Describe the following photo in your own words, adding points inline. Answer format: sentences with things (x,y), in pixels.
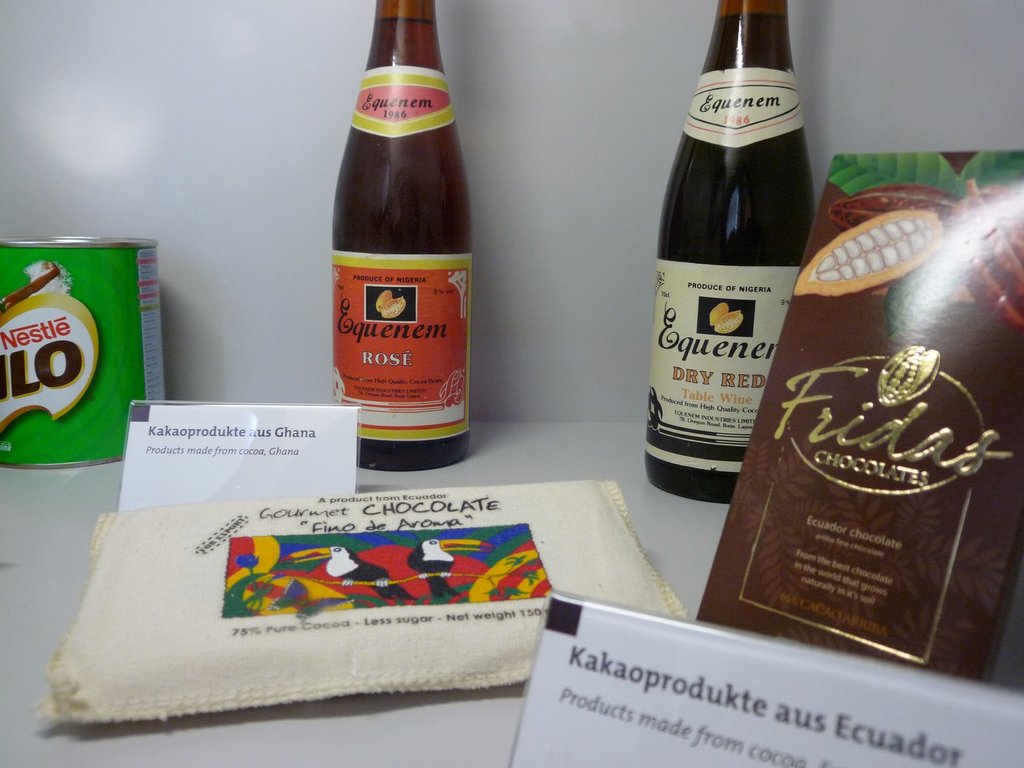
In the picture I can see boards (657,677) with some text (801,715), I can see some packet (334,624), a board (806,622) which is in brown color, two bottles (764,368) with labels (432,367) on it and a tin (63,417) which is in green color are placed on the white color surface (60,497).
